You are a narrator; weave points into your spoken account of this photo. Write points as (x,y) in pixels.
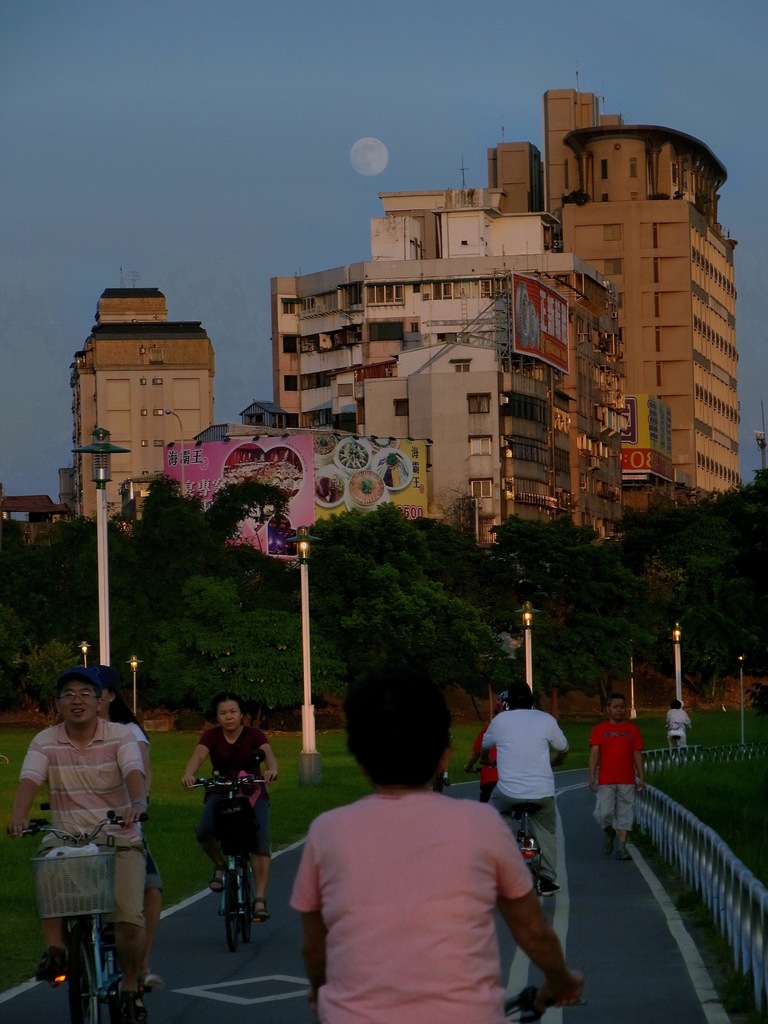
This image is clicked outside. There is Sky (411,84) on the top (317,136). There is Moon (377,166) in the middle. There are buildings (628,361) in the middle (429,437), there are trees (656,556), street light (106,433). There is a road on which people (378,760) are riding bicycles (260,754). There is grass (730,819) in the bottom (711,810).
